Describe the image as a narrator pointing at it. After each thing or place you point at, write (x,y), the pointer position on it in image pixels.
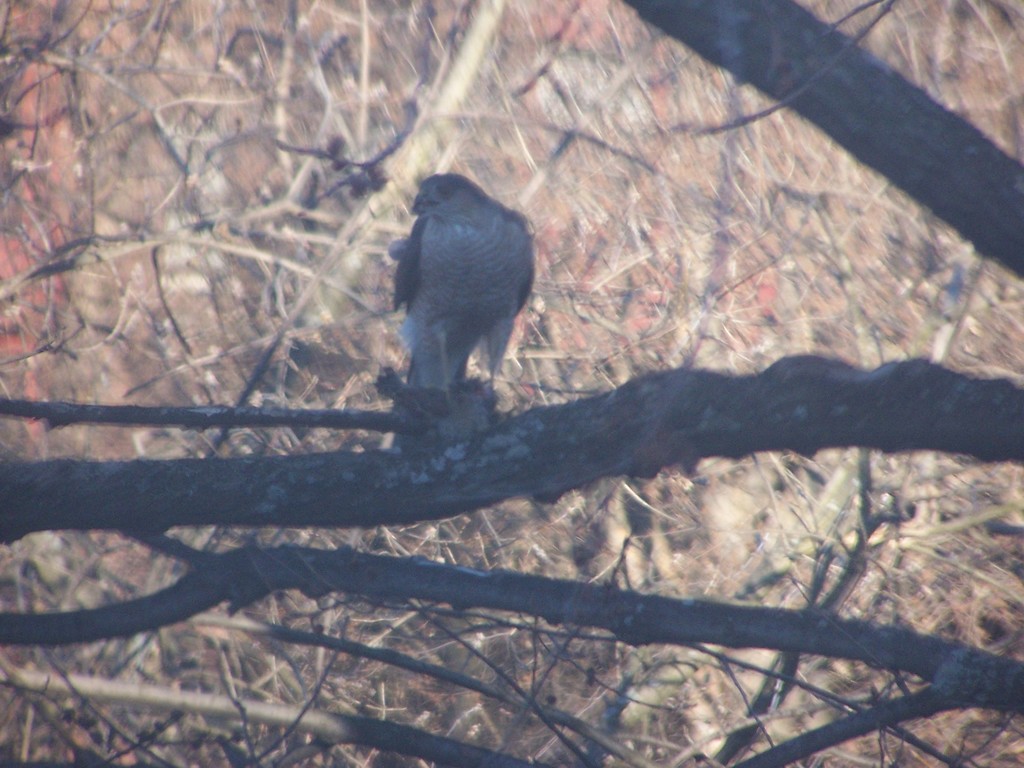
In the picture I can see a bird (439,361) is sitting on a branch (487,436) of a tree (468,461). In the background (278,301) I can see trees (284,257).
